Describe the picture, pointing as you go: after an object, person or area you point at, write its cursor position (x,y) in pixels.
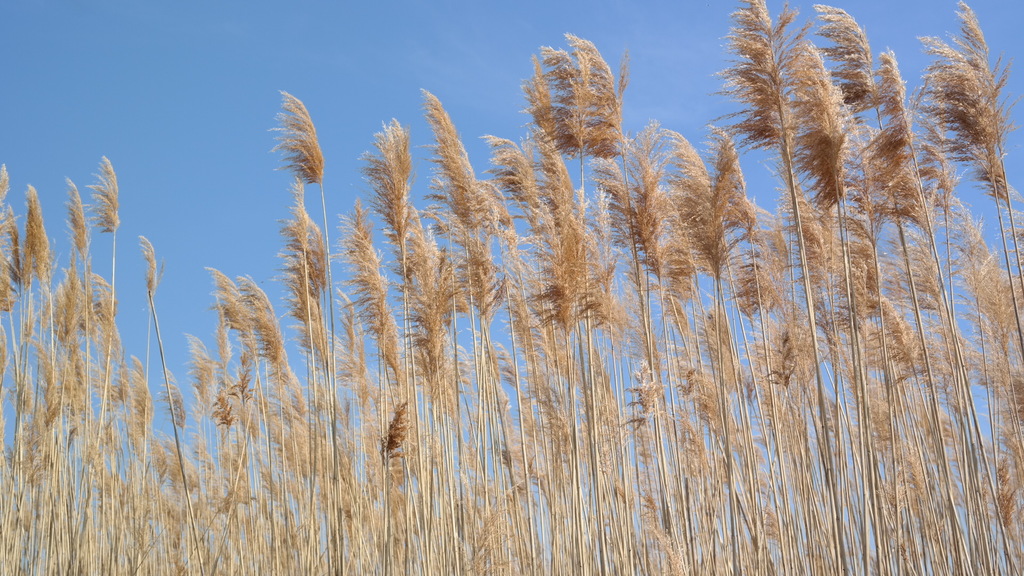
In this image there are many plants (564,236). The sky (240,111) is clear.
